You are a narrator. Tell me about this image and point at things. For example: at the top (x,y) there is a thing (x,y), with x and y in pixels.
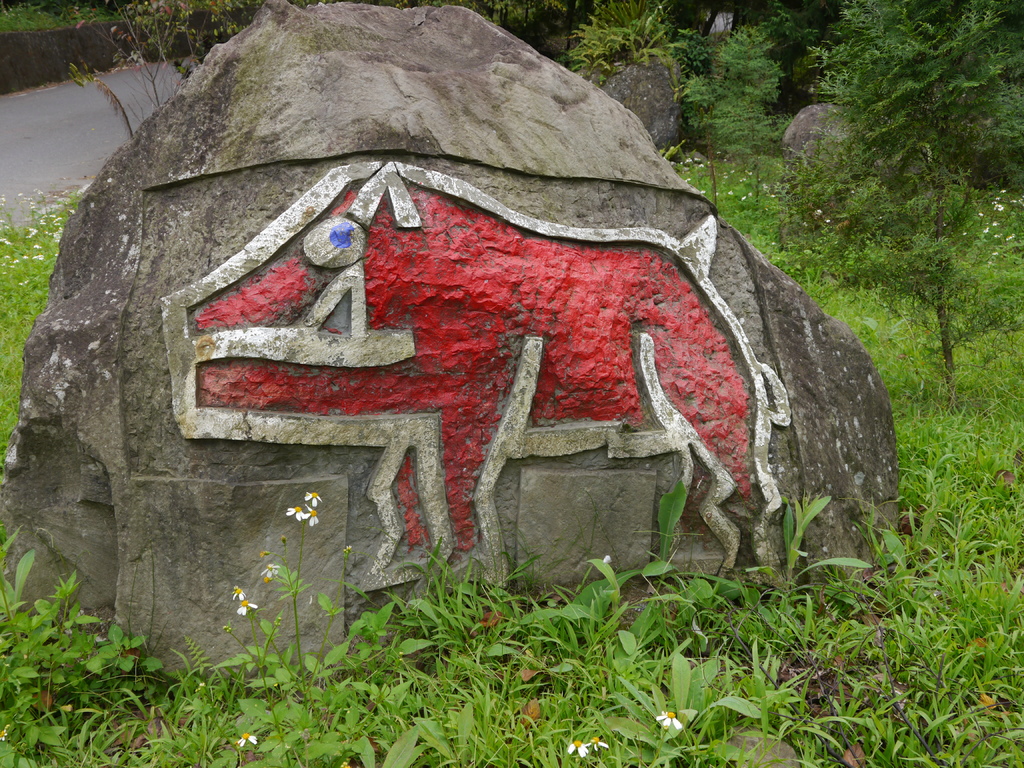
In the picture we can see a grass surface (344,653) on it, we can see a stone (17,508) with a painting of a pig (384,263), which is red in color and besides the stone (490,235) also we can see some plants (825,213) and trees (955,288).
